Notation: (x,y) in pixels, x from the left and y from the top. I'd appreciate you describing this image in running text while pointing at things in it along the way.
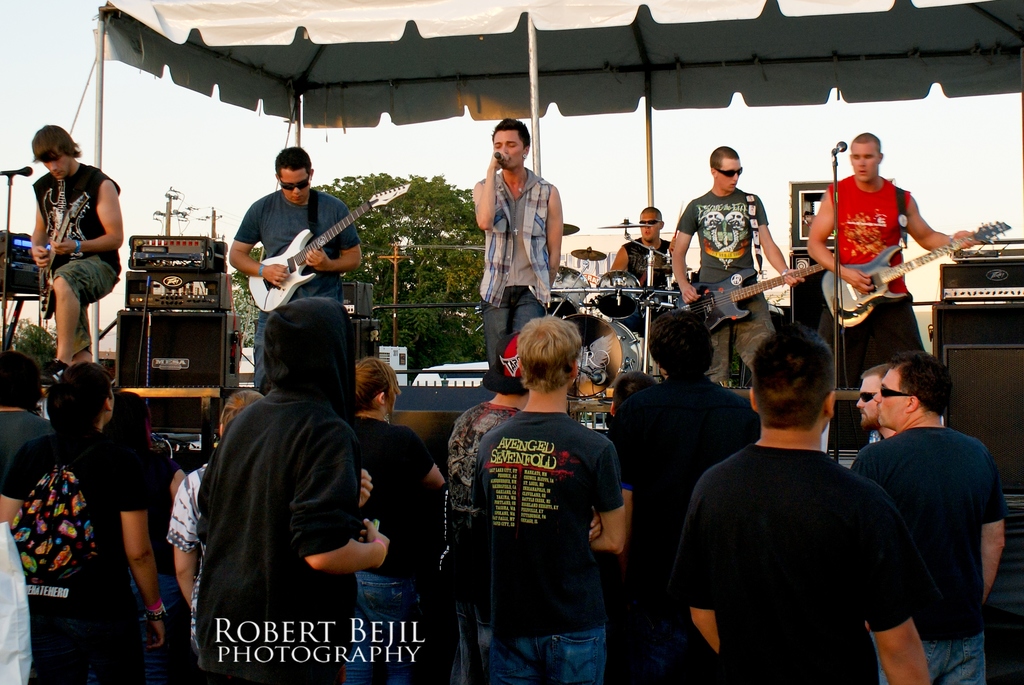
Here there are six men (746,322) on the stage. one is singing a song by holding a mic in his hand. The other four members (256,273) are playing guitar (270,282). The other man (655,277) at the back (638,272) is playing drums (619,279). And all the others (666,453) are standing and watching their performance. There is a tent (546,48) on the top (531,75). Behind them there is a tree (405,262). And we can also see an electrical pole (394,274).
